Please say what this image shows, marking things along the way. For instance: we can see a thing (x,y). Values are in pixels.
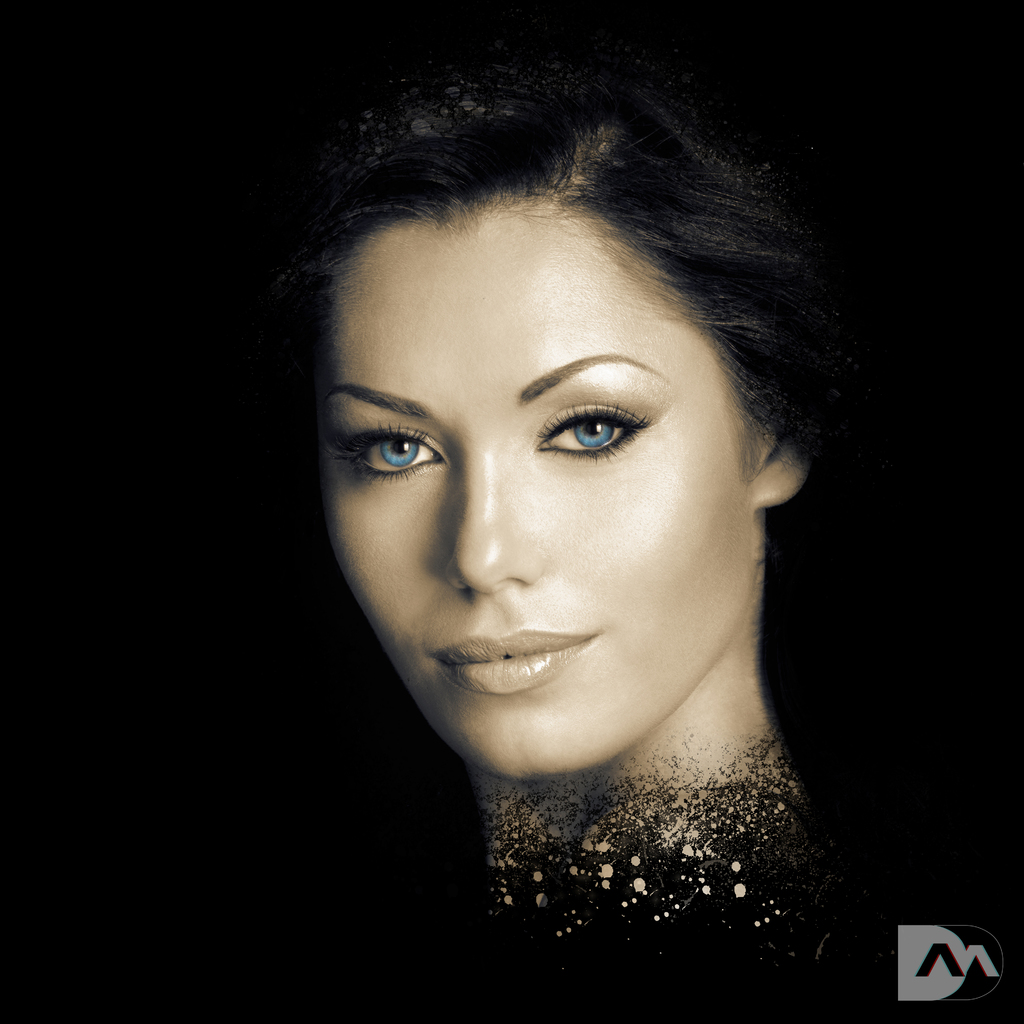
In this picture we can see a woman (538,690) and in the background (418,775) we can see it is dark, in the bottom right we can see a logo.
